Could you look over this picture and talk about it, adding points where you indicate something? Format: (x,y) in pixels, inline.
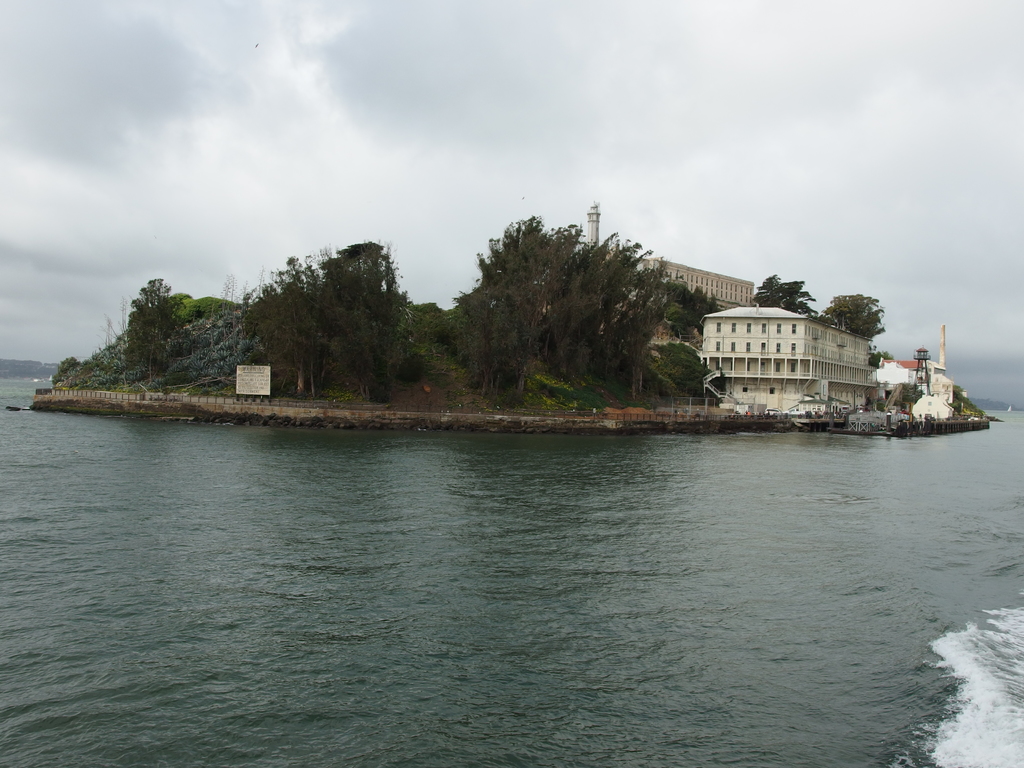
At the bottom (499,599) there is water (570,509), in the middle (543,320) there are trees (578,322). On the right side (771,359) there are houses (780,373), at the top (524,106) it is the cloudy sky (537,133).
